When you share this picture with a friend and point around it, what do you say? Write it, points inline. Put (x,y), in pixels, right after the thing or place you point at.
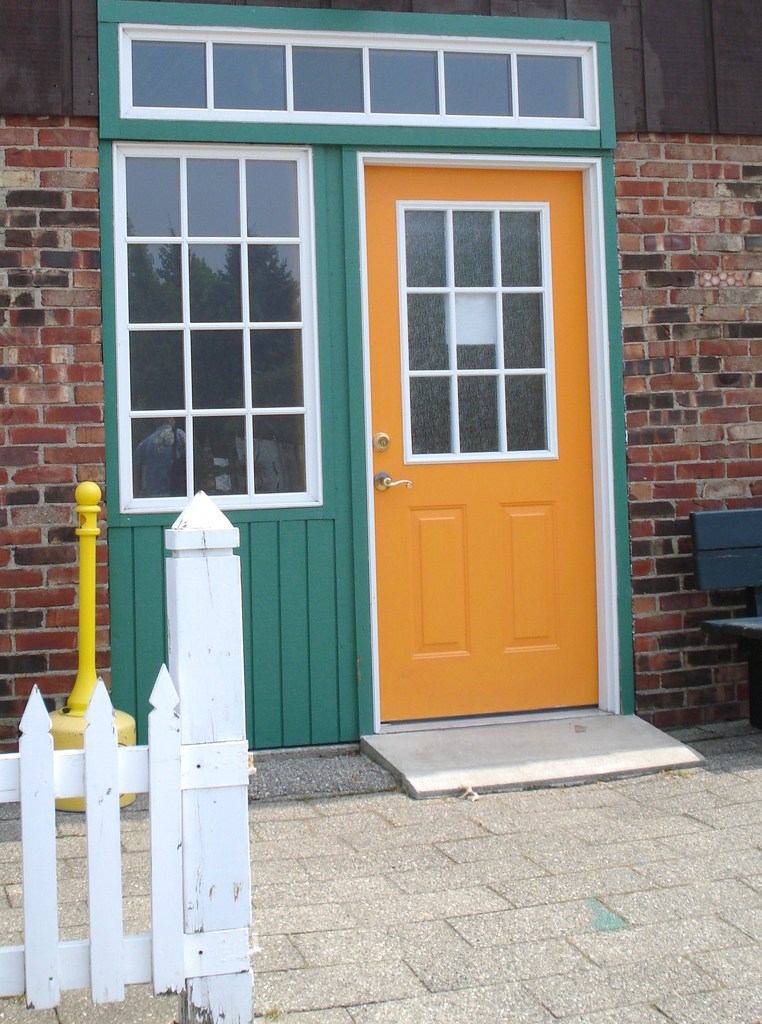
In this image I can see a door (389,579) and a window (187,285) with a brick wall (731,288) I can see a wooden fence (175,739) and a wooden bench (723,528). I can see a metal object (64,745) on the left side of the image (60,727). I can see pavement (489,910) at the bottom of the image (567,920).
